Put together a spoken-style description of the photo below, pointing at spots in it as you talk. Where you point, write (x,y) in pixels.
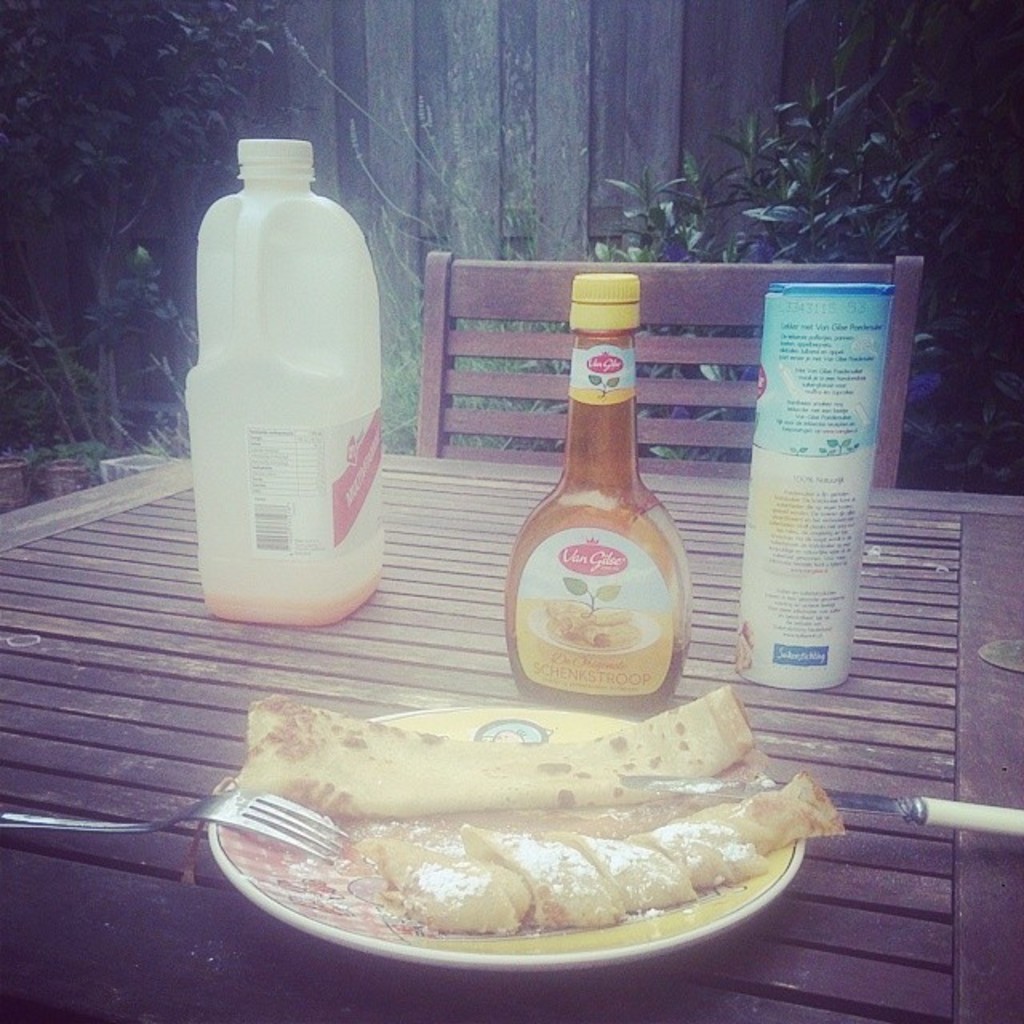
In this image, there is a table (402,542) in front of this chair (502,297). This table (74,676) contains bottles (226,425), plate (521,710), knife (709,777) and fork (215,801). There is a plant (124,134) behind this table (110,507). There is a food (538,876) on the table (378,626).
